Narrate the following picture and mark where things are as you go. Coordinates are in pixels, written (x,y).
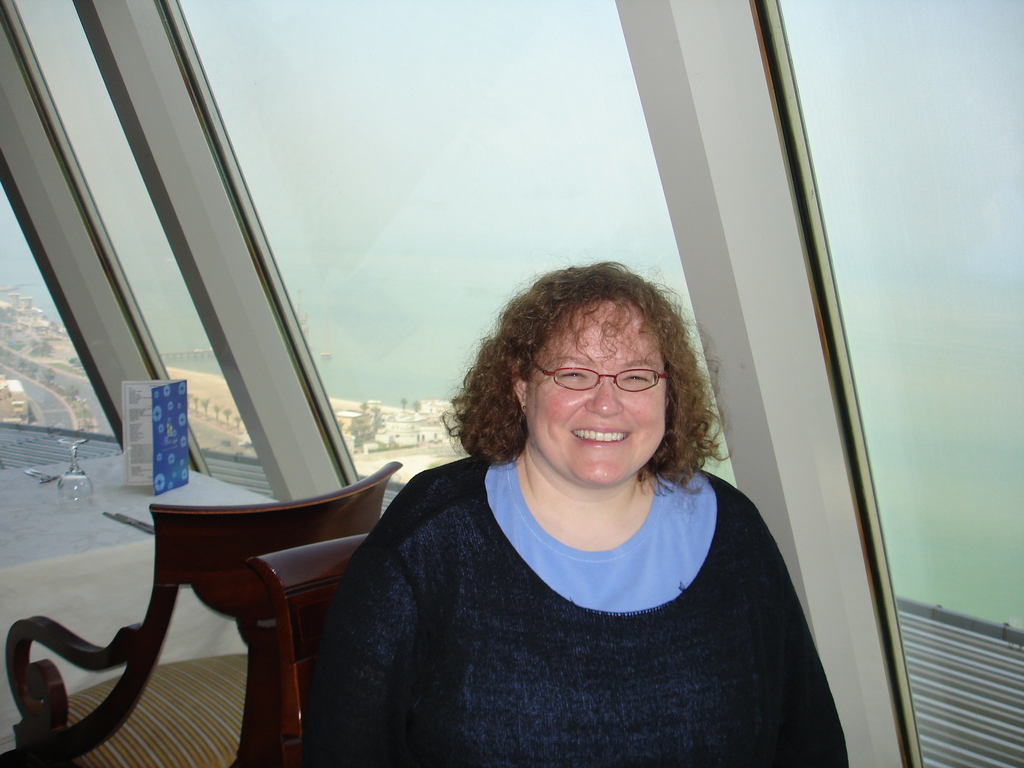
Through the glass (533,199) outside view (461,187) is visible. In this picture we can see a woman (443,533) wearing spectacles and she is smiling. We can see a chair (168,612). On a table (116,591) we can see a card (177,482), glass (85,498) and objects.
